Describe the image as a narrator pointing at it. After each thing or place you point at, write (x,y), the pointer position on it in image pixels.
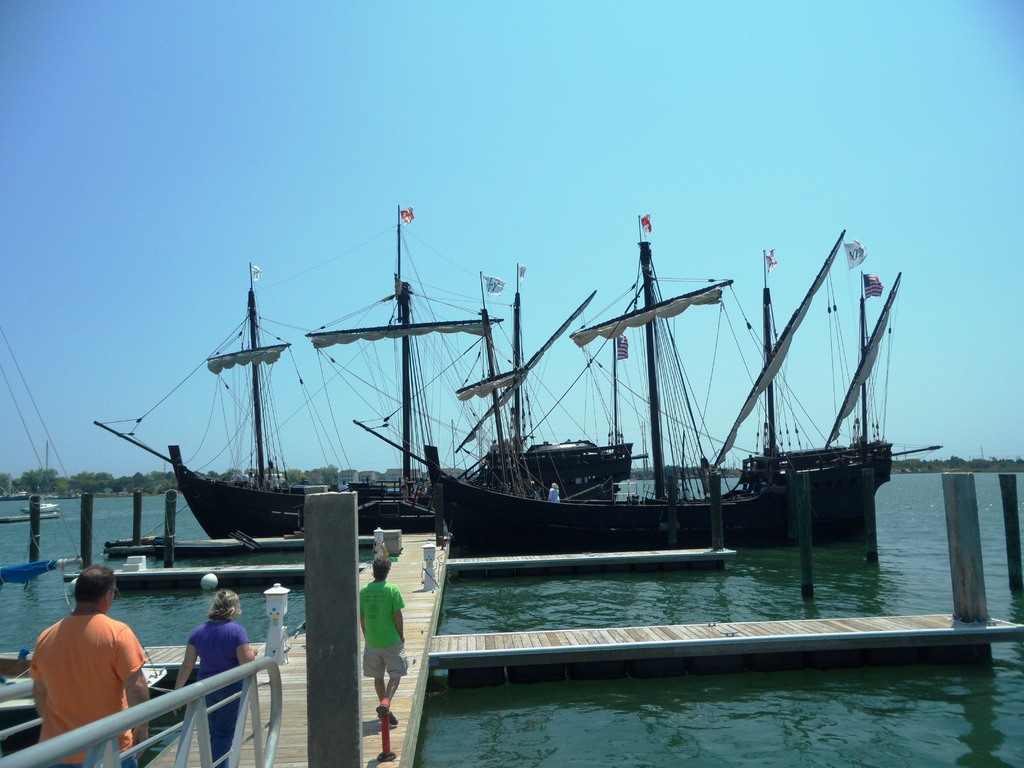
In the image there are three persons (385,636) standing on the wooden deck (302,728). Below the wooden deck (284,722) there is water (502,588). And also there are poles (957,580) in the water (475,588). On the water (11,541) there are sailing boats (847,468) with poles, ropes (859,424), clothes (877,346) and flags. Behind the ships (489,453) there are trees (80,477). At the top of the image (607,56) there is sky (607,56).
